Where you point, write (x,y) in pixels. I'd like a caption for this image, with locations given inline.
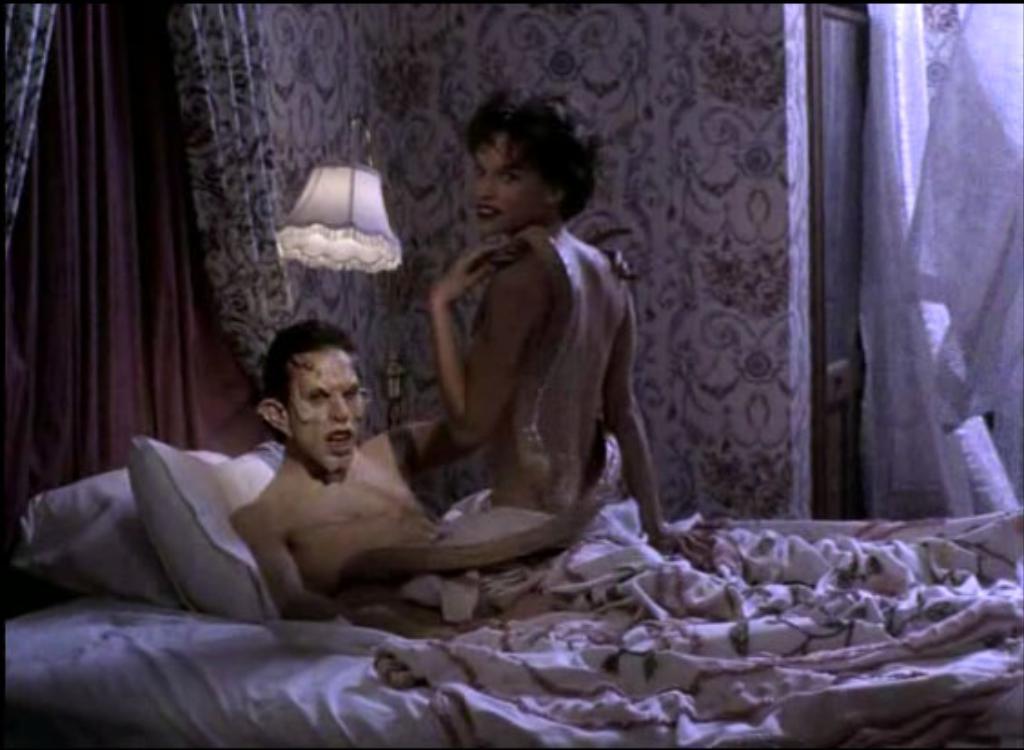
In the foreground of this image (327,596), there is a man (333,601) lying on the bed (494,616) and a woman (551,448) is sitting on it. In the background (353,228), there is a curtain (132,234), lamp (331,236), pillows (148,493), wall (698,125), door (826,193) and another curtain (966,226) is on the right (904,284).
